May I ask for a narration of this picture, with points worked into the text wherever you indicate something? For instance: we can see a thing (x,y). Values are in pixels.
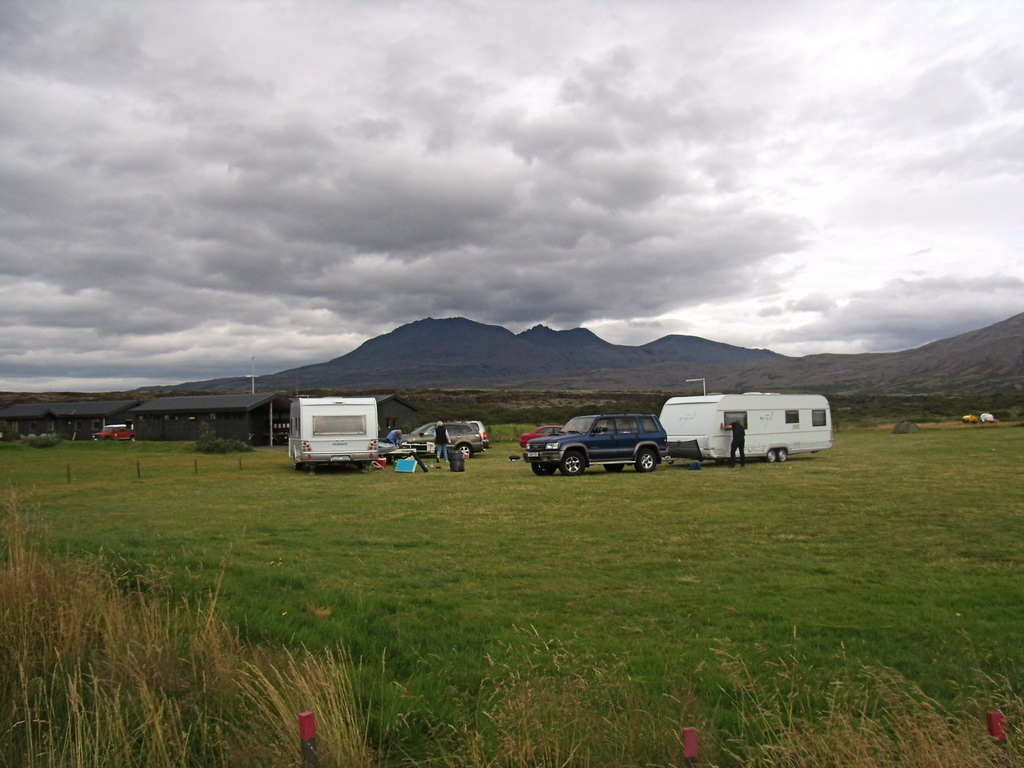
In this image there is a ground (451,577). On the ground (501,530) there are vehicles (655,430) like cars (526,446) and trolleys (303,430). On the left side (120,418) there are buildings (109,421) on the ground (150,447). At the bottom (328,685) there is grass (437,685). In the background (500,369) there are hills (570,369). At the top (570,119) there is the sky (555,121). There are few persons (441,444) standing beside the vehicles (598,449).
